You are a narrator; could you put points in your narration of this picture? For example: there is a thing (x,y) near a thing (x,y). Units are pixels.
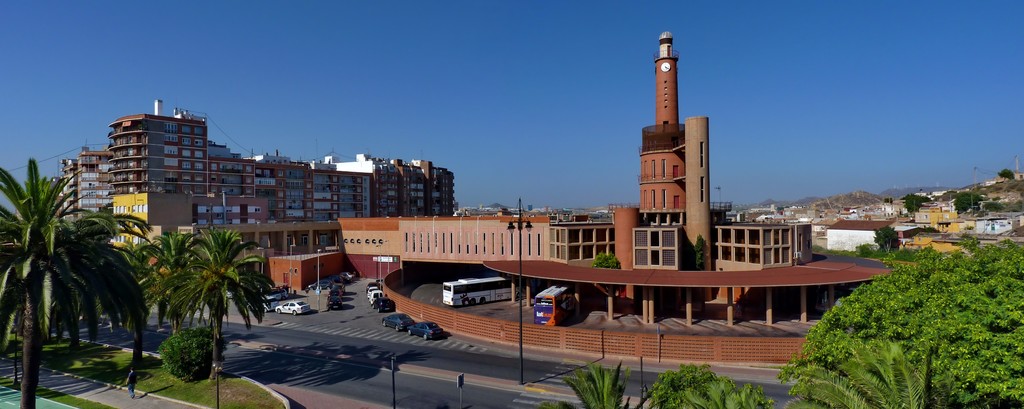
In this image we can see the mountains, some big buildings (336,213), some houses (852,224), some poles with lights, some poles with boards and some poles (1019,159). Some trees (32,307), bushes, plants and grass (43,392) on the surface (497,396). Some objects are on the surface (171,408), some poles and one man (133,384) walking on the footpath (148,400). In the middle of the image (566,216) there is one big bus stop (691,309), some cars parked in the parking area (333,295) near to the bus stop (523,251), two buses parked in the bus stop (523,307), one wall clock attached at the top of the bus stop pillar (667,54) and at the top (991,118) there is the sky (739,203).
